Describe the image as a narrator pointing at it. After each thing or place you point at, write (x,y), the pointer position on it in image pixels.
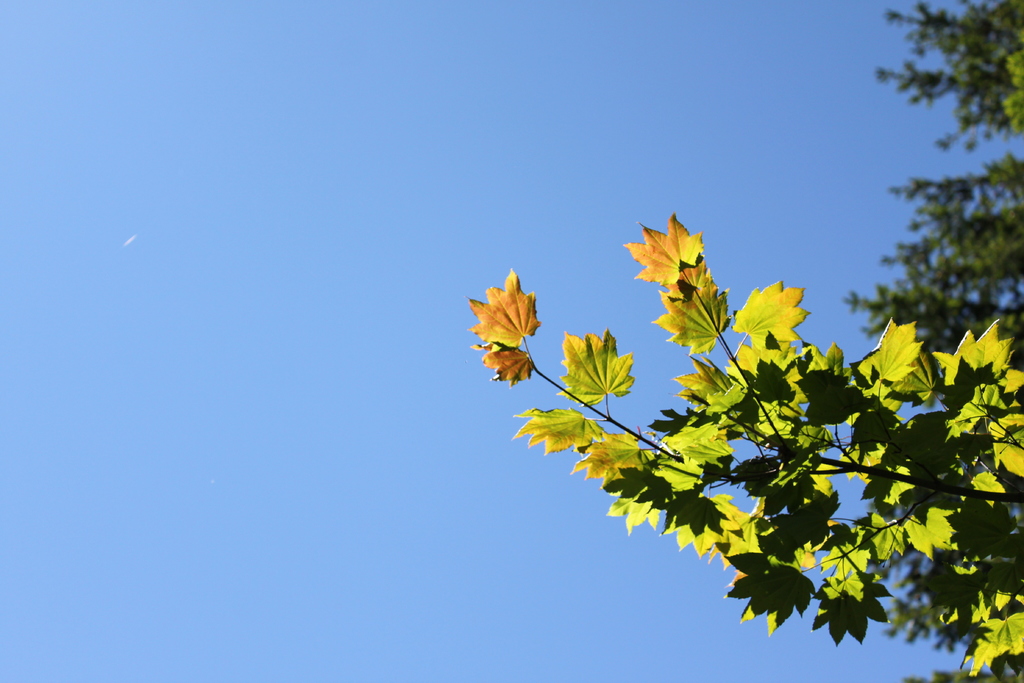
On the right side of the image (797,452) we can see trees (710,452). In the background of the image (351,338) we can see sky (334,178) in blue color.
